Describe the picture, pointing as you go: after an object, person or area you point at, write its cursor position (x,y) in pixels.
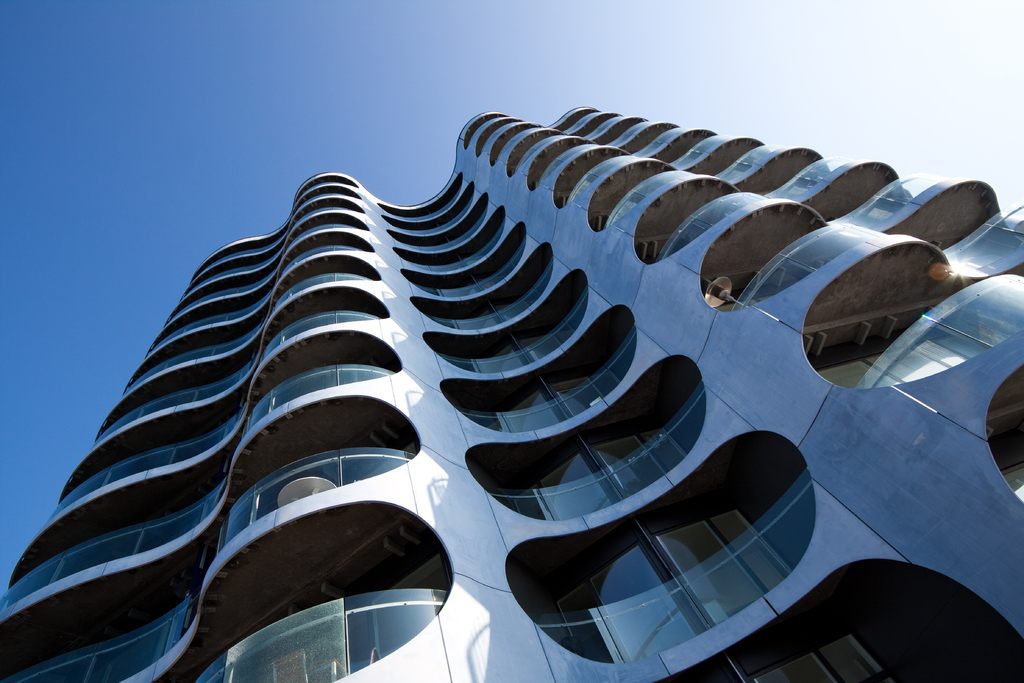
In this image I can see a multistory building (758,393) rotated in right angle. At the top of the image (302,114) I can see the sky (215,155).
